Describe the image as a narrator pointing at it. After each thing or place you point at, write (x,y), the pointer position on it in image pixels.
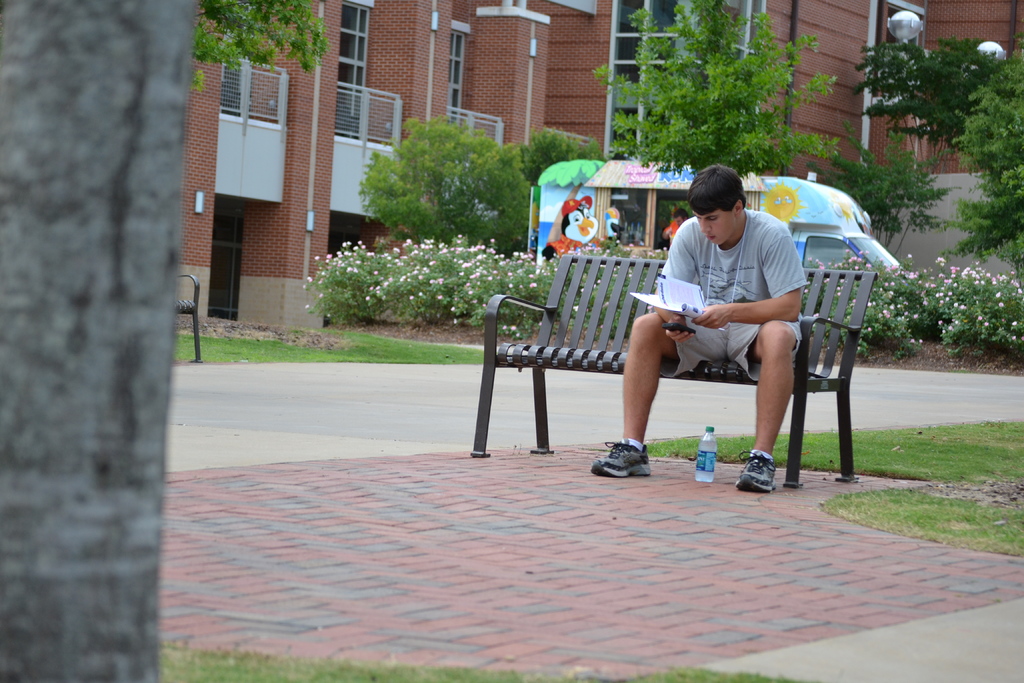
In the background (582,87) we can see buildings (324,103), trees (981,112), a vehicle (831,201). This is a grass (356,338), chair (190,305), branch (88,248). Here we can see one man (720,310) holding a book (681,303) and a mobile (676,329) in his hands (719,310) and sitting on a bench (755,364). We can see a water bottle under the bench (488,352). This is a road (334,432).
